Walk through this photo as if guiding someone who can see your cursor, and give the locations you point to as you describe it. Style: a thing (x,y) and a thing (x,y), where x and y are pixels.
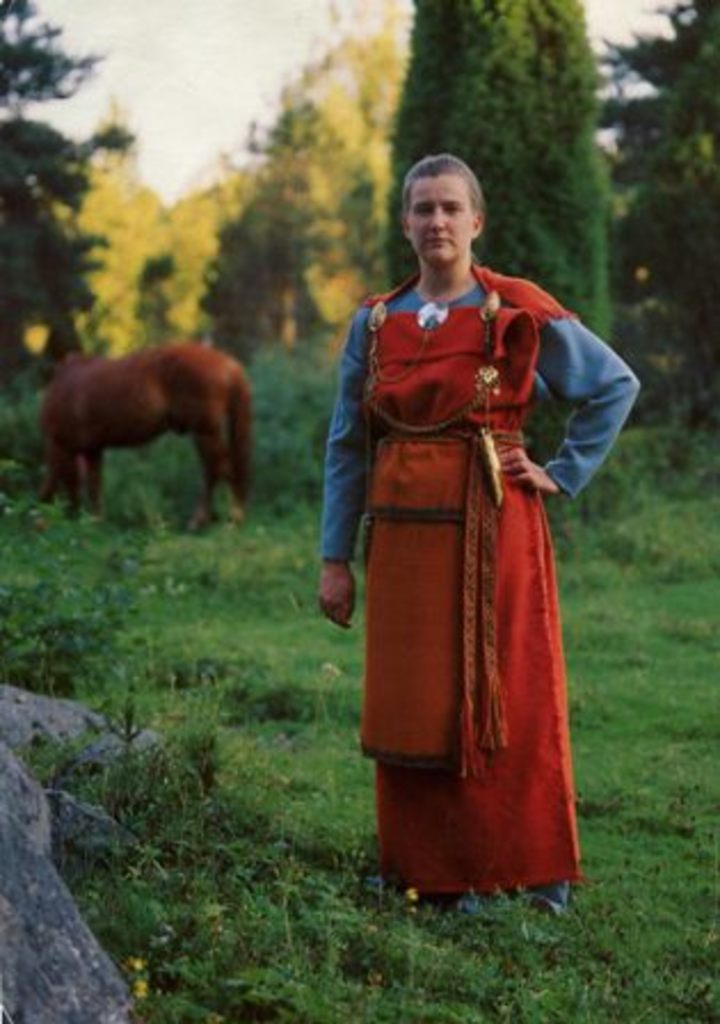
There is a lady (382,542) standing on the grasses (335,733). In the back (141,400) there is a horse (123,409). Also there are trees (279,118) and sky (211,97). On the left corner (12,884) there is a rock (35,878).
